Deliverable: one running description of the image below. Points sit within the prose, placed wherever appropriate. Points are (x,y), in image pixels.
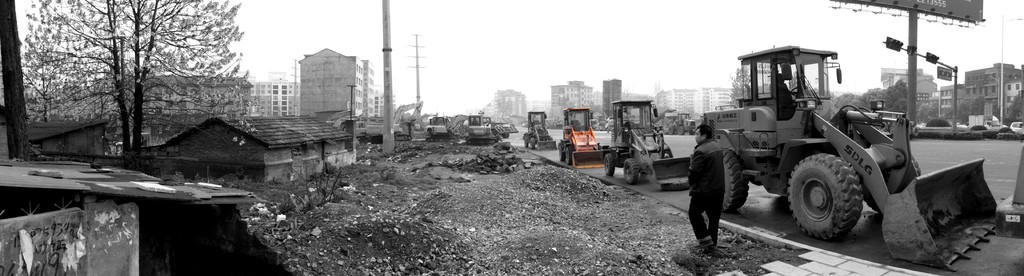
This image is a mostly black and white image. This image is taken outdoors. At the top of the image (373,34) there is the sky (328,34). At the bottom of the image (513,234) there is a ground (478,234) and there is a road (853,244). In the background (271,94) there are many buildings (578,99). There are a few trees (895,94) and there are a few poles (388,58) with street lights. In the middle of the image (566,131) many vehicles (779,131) are parked on the road (958,272). There is a board (938,4) with a text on it. On the left side of the image (174,82) there is a tree (108,32) and there are a few houses (315,145).
